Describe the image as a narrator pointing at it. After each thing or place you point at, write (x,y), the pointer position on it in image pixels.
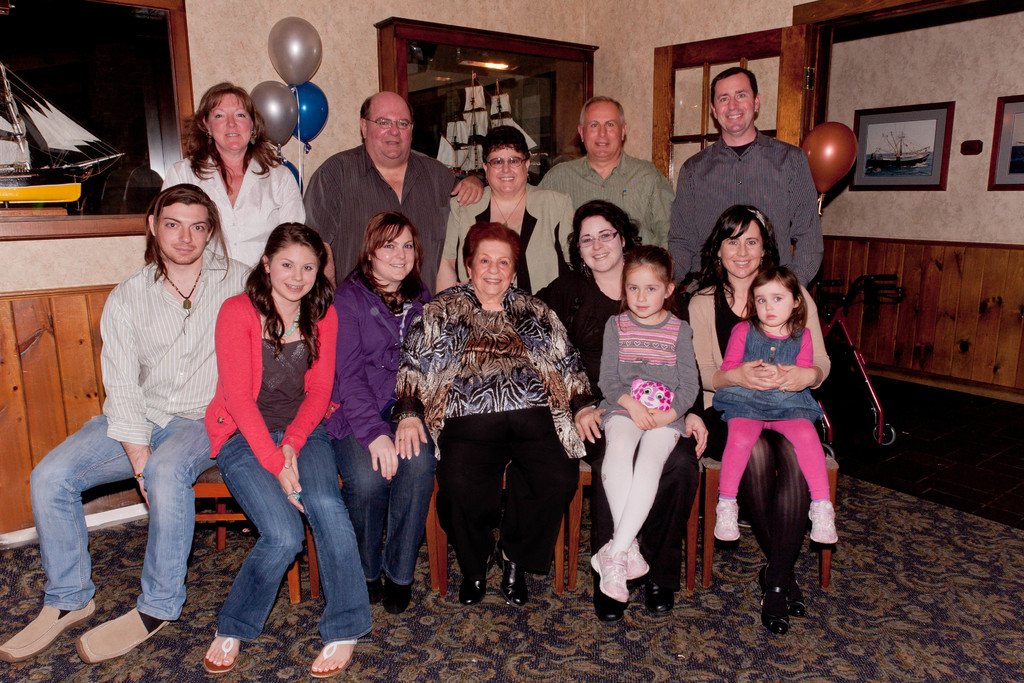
In this image I can see people (467,387) present in a room (835,116). There are balloons (313,48) and photo frames (1000,121) are present on the walls (1003,251).
